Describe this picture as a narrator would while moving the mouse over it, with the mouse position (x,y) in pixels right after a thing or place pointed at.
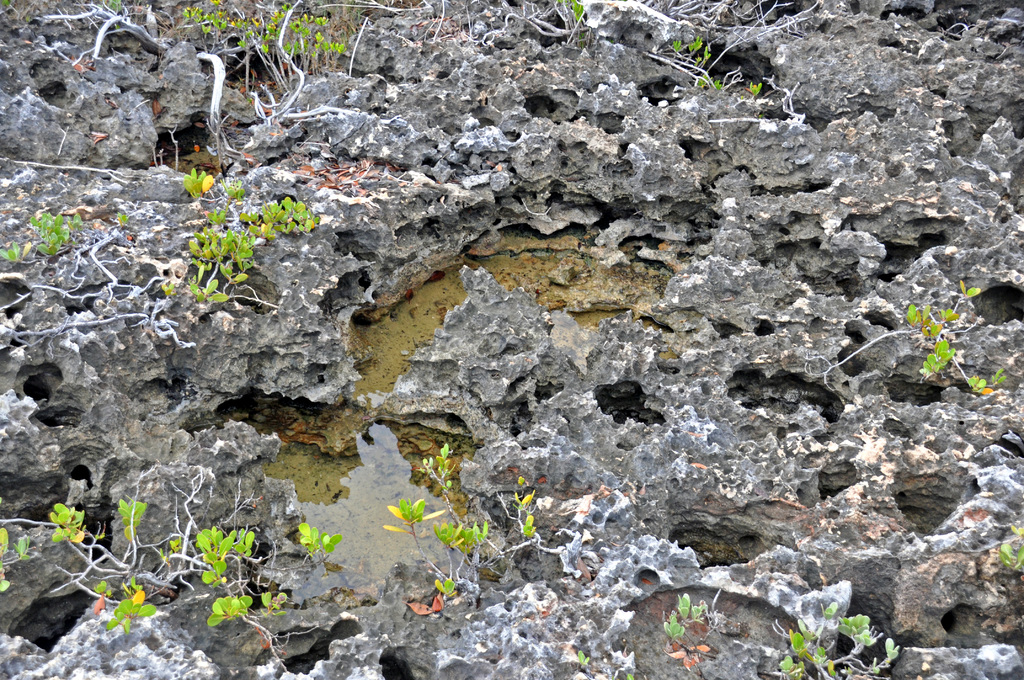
In this image we can see some plants (280,46) and also the rocks (581,165). We can also see the water (441,290).
